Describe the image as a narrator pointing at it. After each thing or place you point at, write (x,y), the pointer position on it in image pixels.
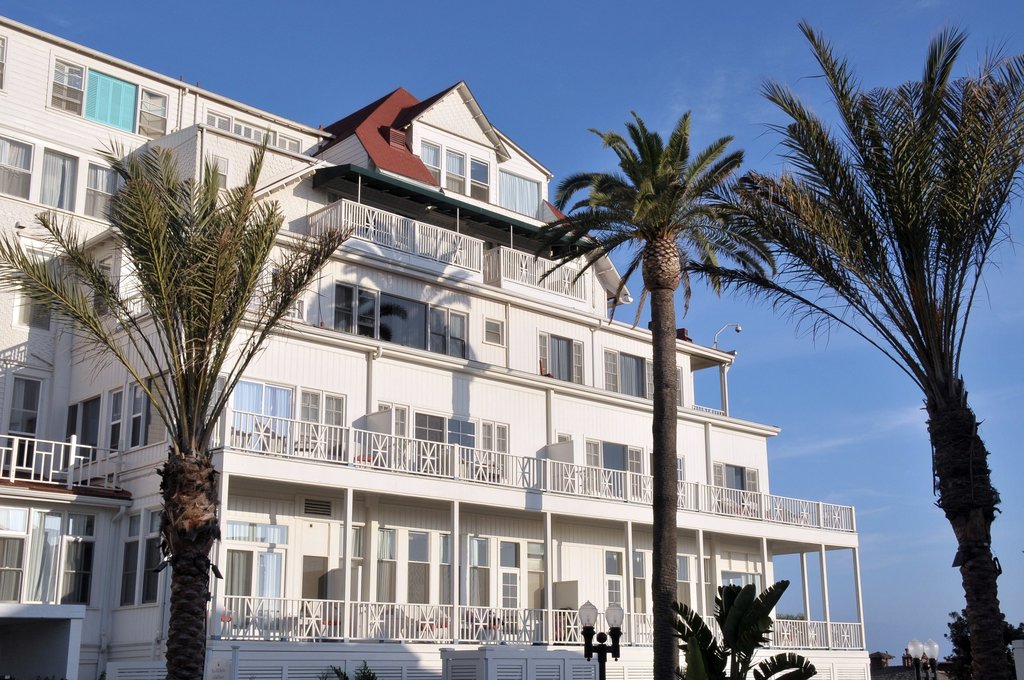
In this image we can see a building (419,470), lights (604,655), and trees (191,664). In the background (584,32) there is sky (1001,485).
